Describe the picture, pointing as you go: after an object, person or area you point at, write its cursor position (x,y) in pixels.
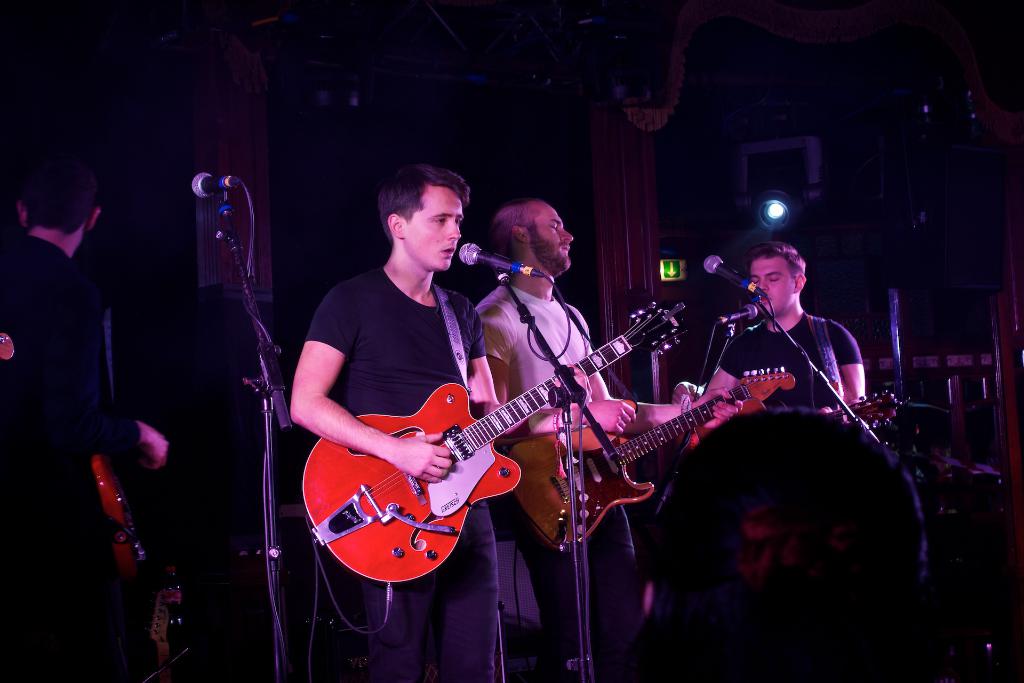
This picture shows few people (638,582) standing and playing guitar (624,350) and a man (412,409) singing with the help of a microphone (527,271).
